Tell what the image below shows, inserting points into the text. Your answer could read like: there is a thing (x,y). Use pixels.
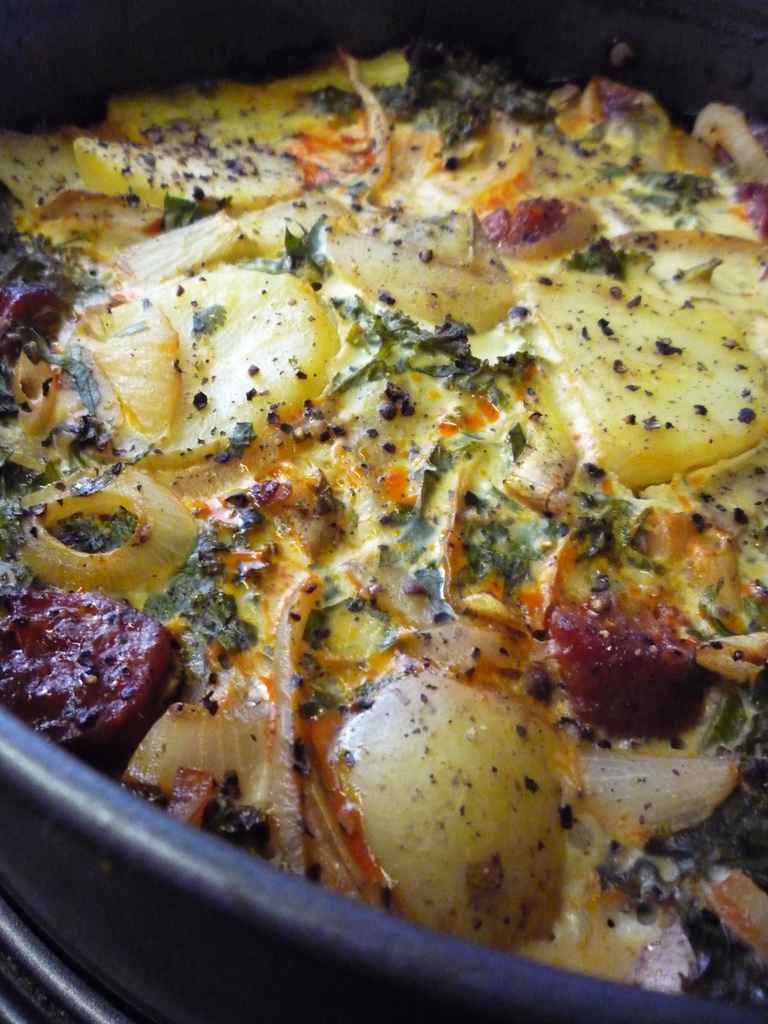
This is a close view of an image where we can see some food item (373,891) is kept in the black color pan (186,907).
